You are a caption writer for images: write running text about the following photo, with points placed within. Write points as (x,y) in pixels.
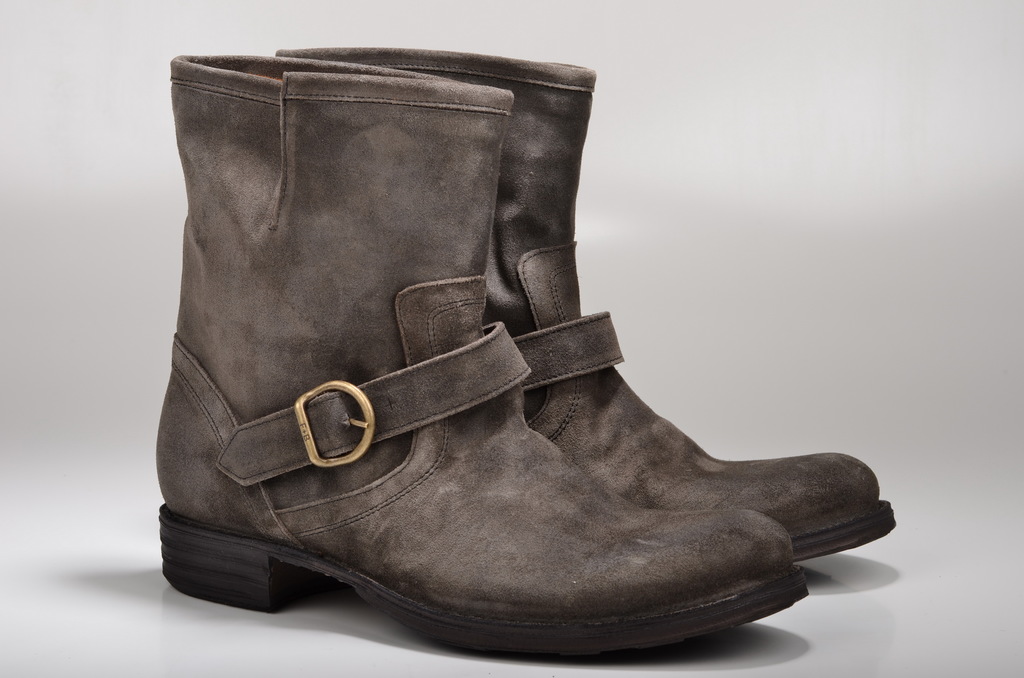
This is the picture of two boots (360,482) to which there is a belt (372,430).
